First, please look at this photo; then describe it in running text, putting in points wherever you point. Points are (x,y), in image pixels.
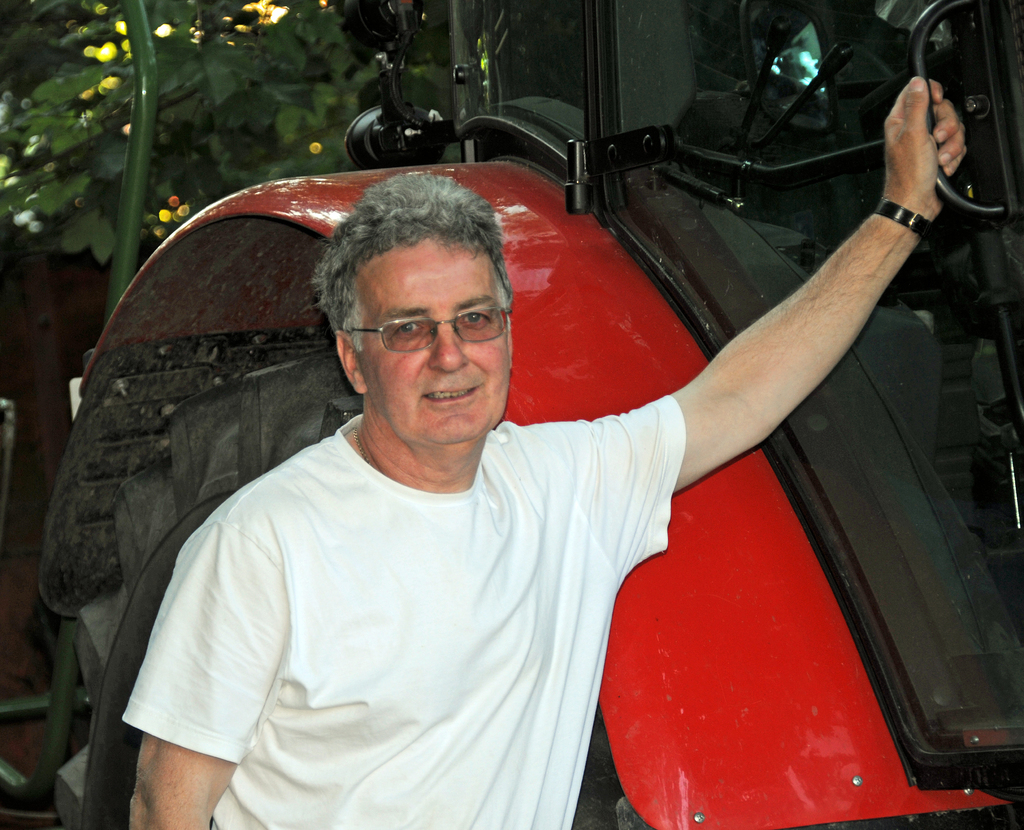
In this image, we can see a man (366,622) standing and there is a red color vehicle (580,197), in the background (200,80) there is a green plant (191,100).
